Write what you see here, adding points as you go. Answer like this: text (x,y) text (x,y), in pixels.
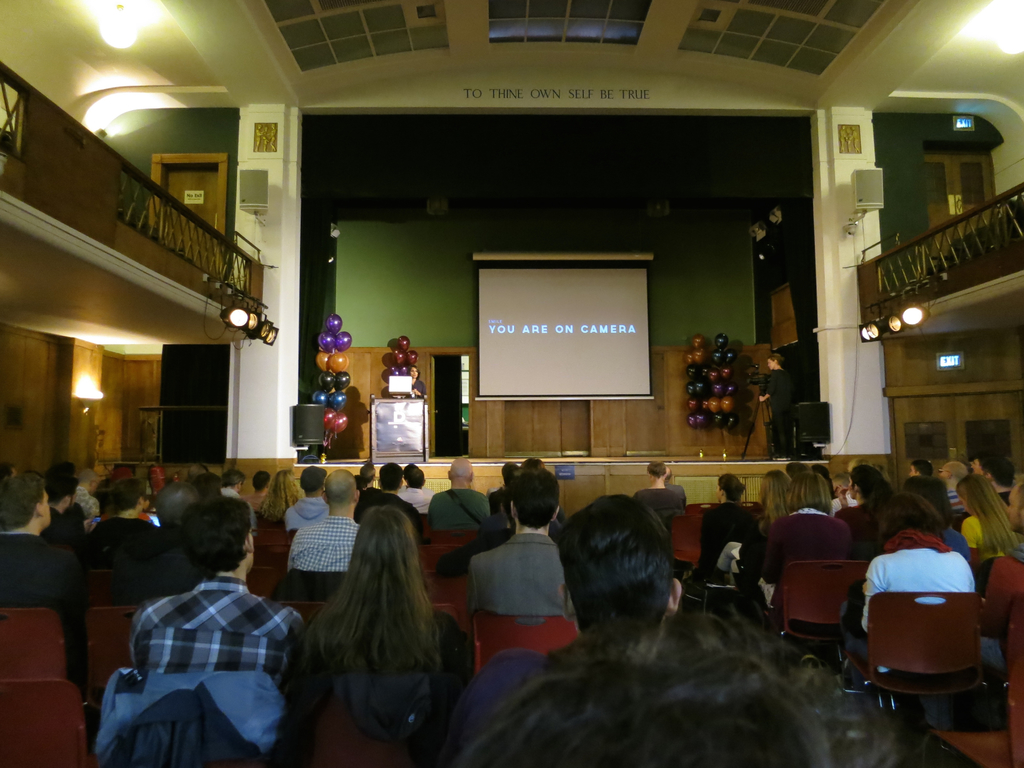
A picture of a auditorium (671,226). This is screen (549,349). On a stage (768,463) there is a podium (407,438). Balloons (699,418) are attached to a wall (746,369). Light (116,46) is attached to a roof (156,44). Every person (625,535) are sitting on a chair (407,689). Woman (420,379) is standing back side of this podium (383,425). This is sound box (315,419).
